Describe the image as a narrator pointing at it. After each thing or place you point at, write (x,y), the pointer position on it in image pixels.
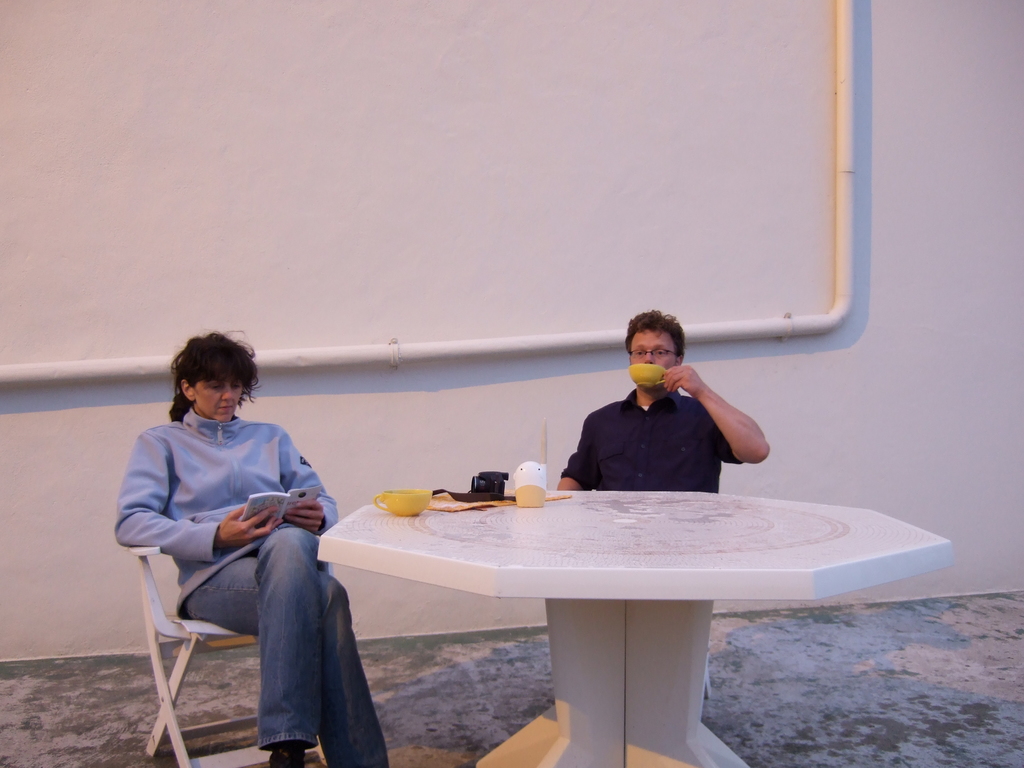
In the image we can see there are two people (208,547) who are sitting on chair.
